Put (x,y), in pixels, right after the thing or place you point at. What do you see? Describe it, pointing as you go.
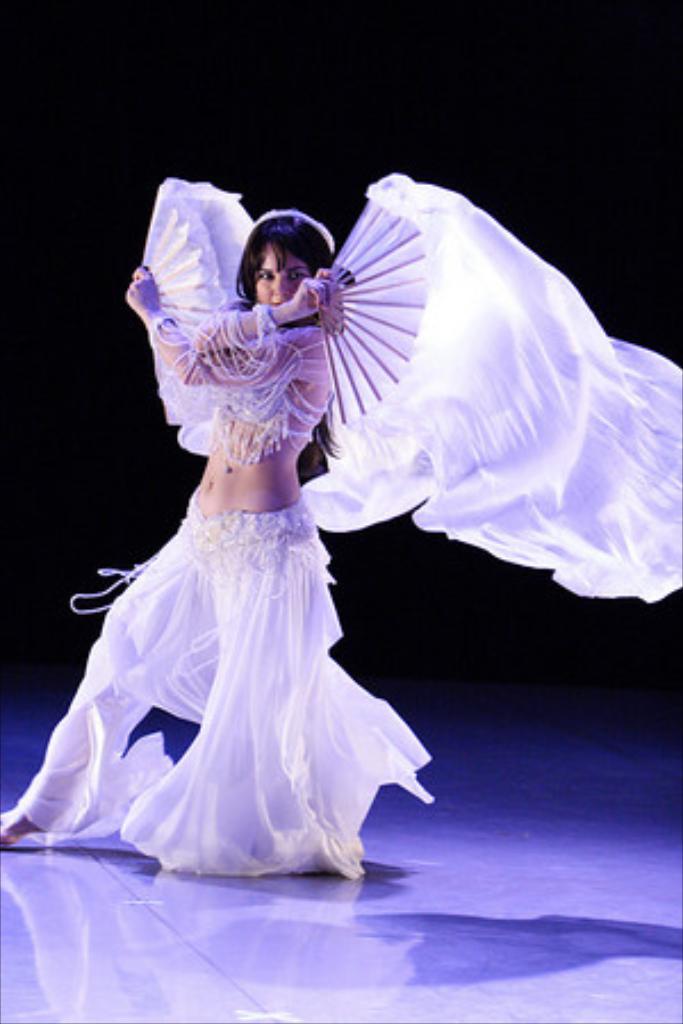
In the center of the image (324,364) a lady (305,432) is holding an object (343,334) and dancing. At the bottom of the image (440,917) floor (474,867) is there.
